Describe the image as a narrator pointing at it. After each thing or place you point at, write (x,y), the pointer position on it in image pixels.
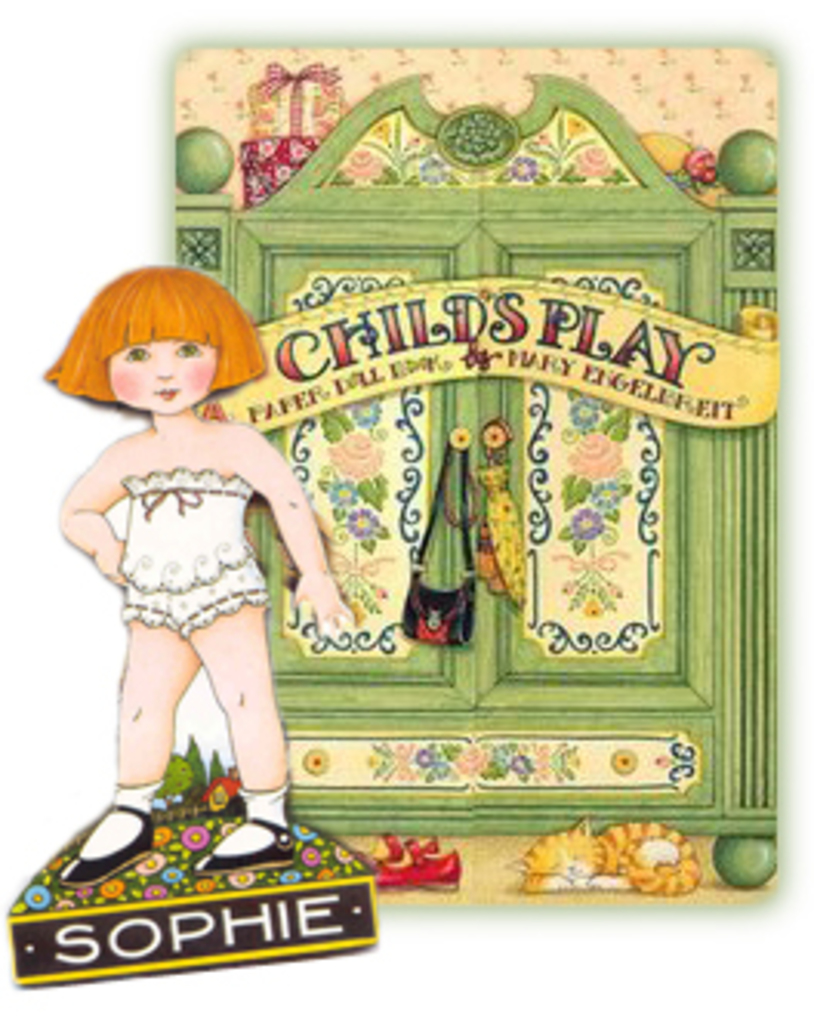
In this image we can see one cartoon poster (323,830). In this poster (109,492) one girl (188,560) standing near to the green door (286,198), one object (108,899) with text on the floor (410,895), one red footwear pair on the floor (425,898), one banner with text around the door (736,874), cream color background (752,108), one cat (526,867) sleeping on the floor (467,892), one handbag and some objects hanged to the door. There are some trees (194,753) on the ground (185,847), some gift boxes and some objects (754,184) on the door (712,302).
